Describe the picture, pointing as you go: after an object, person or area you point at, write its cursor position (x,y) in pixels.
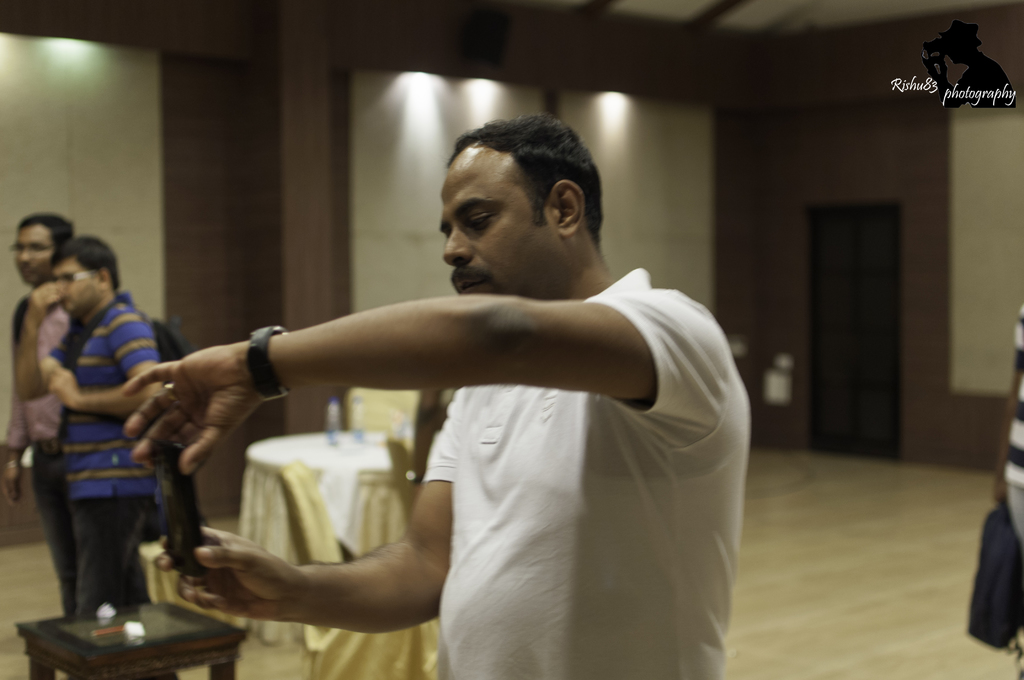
A man (568,502) with white t-shirt (558,546) is standing. He is holding a phone (172,521) in his hand (190,414). To his left hand (249,374) there is a watch (256,348). To the left side (94,294) there are two men (50,364) standing. Beside them there is a table (84,635). To the right side (870,327) there is a door (874,342).
